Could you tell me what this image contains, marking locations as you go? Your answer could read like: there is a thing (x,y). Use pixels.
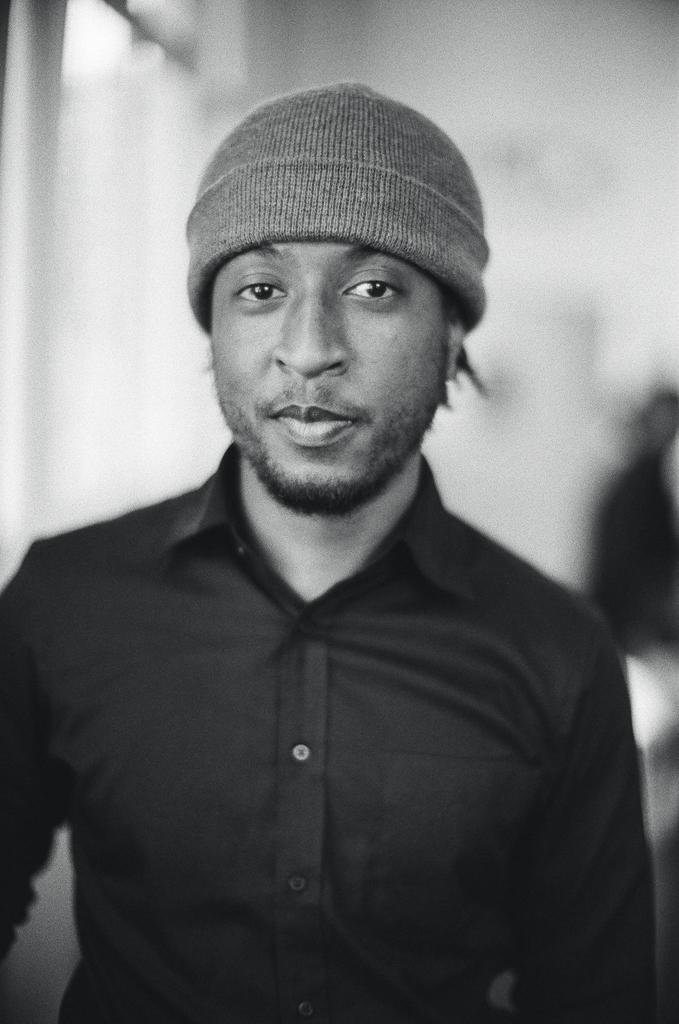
In this image, we can see a man (455,854) wearing a black color shirt (557,780) and keeping a cap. In the background (529,459), we can also see another person (622,577) and white color.
